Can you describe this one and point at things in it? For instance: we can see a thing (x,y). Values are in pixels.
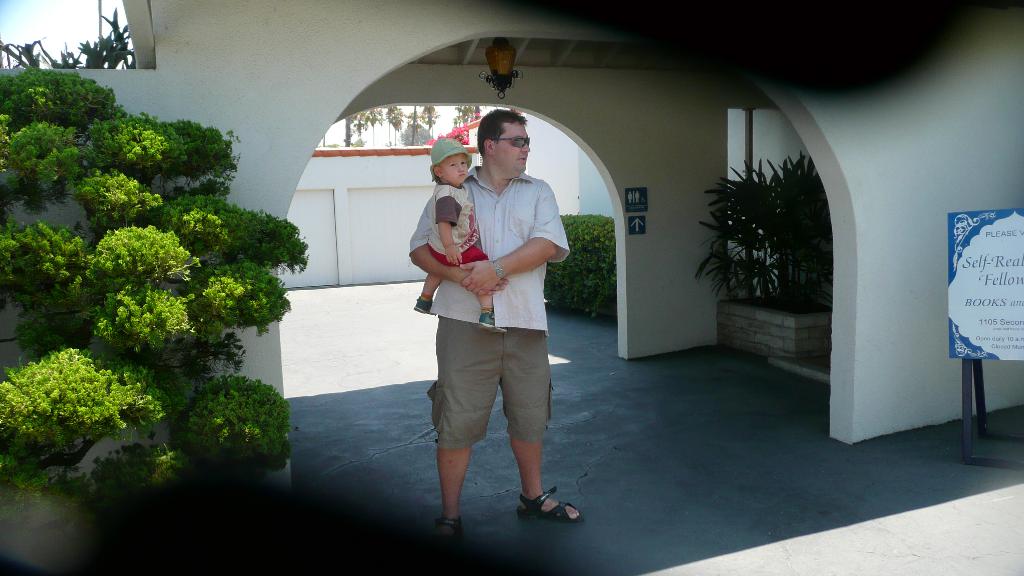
The picture is taken in a building (866,228). In the center of the picture (493,227) there is a man (499,205) carrying a baby (456,219). On the left (108,324) there are trees (109,179) and wall (251,93). On the right (927,324) there are plants (786,245), signs (641,227), hoarding (965,238) and wall (786,157). In the background (424,120) there are trees (396,124) and wall (362,211). It is sunny.
